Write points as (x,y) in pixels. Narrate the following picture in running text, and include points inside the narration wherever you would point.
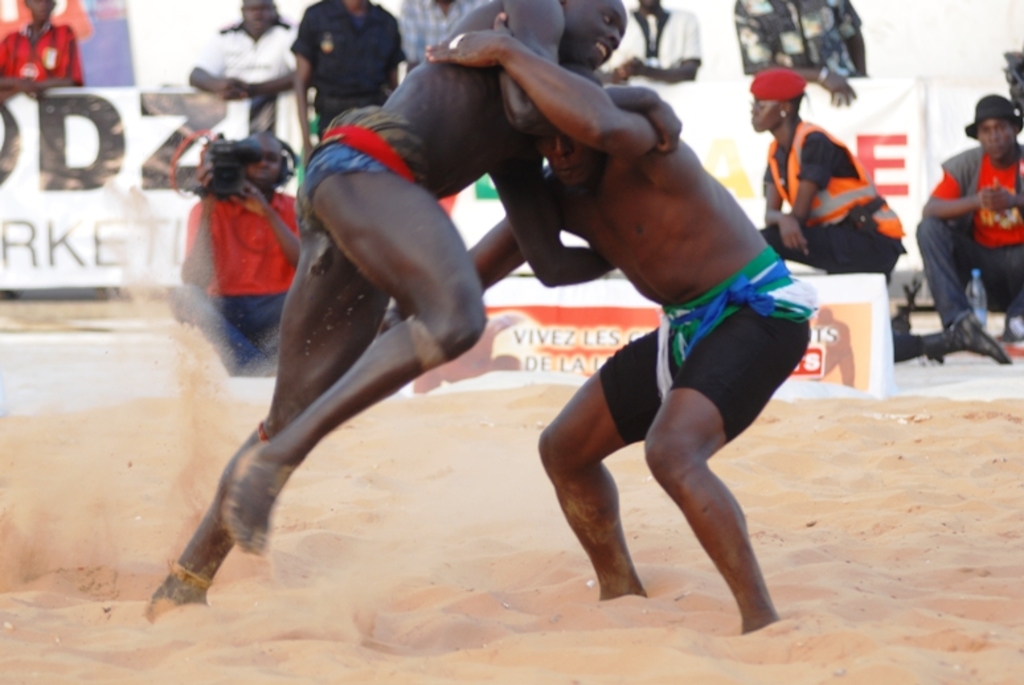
In this image there are two persons (315,232) fighting on the sand (771,548), and in the background (858,214) there is a person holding a camera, group of persons (950,172), boards (502,310).
